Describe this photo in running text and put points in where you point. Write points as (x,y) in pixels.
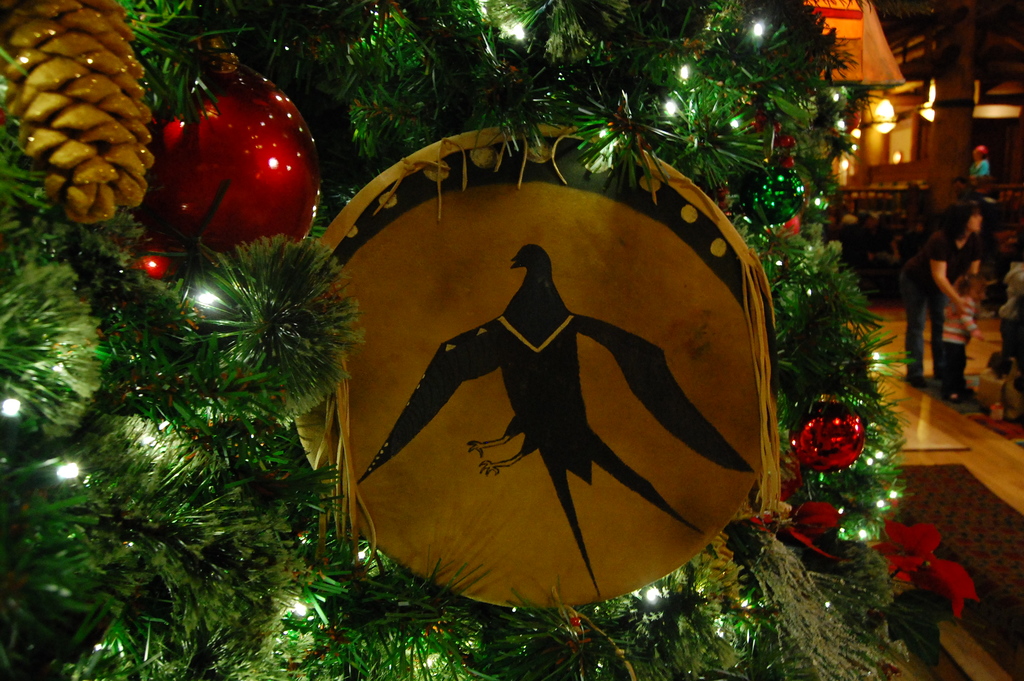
In this image we can see yellow color object (572,514) on which we can see the image of a bird (420,398), we can see red color balls (238,205) are hanged to the Christmas tree (635,7). The background of the image (932,421) is blurred, where we can see a few people (965,313) on the floor (914,392) and we can see the ceiling lights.
